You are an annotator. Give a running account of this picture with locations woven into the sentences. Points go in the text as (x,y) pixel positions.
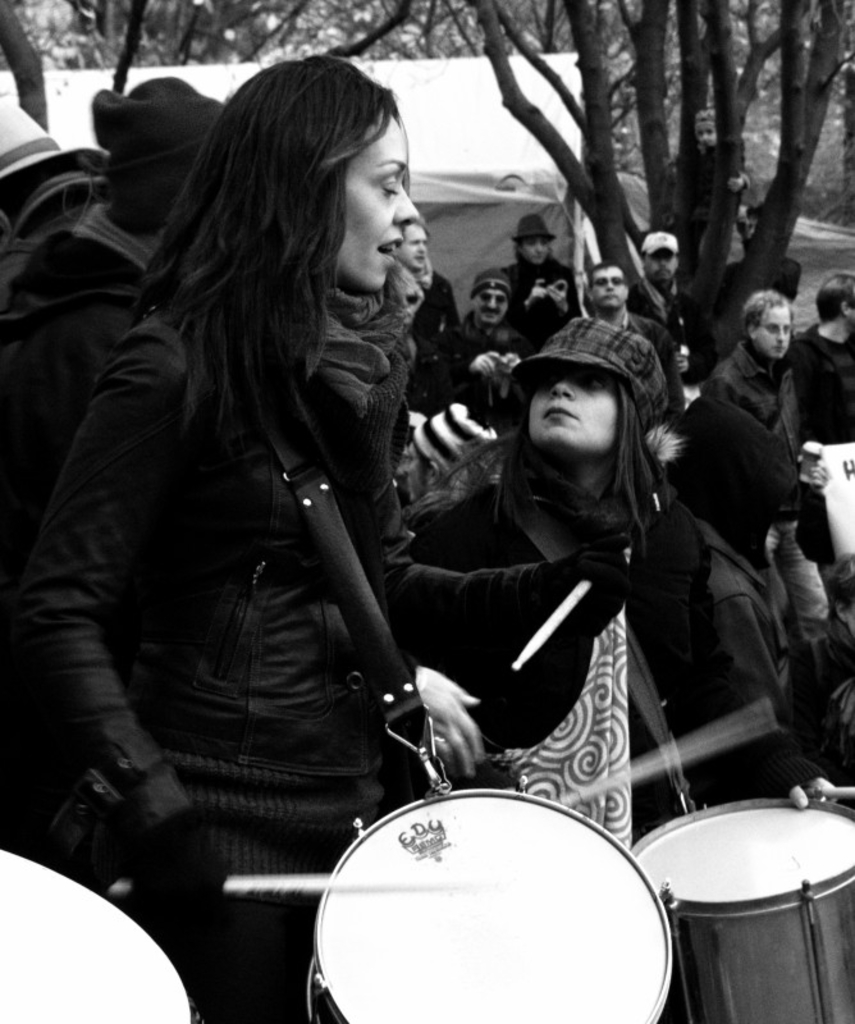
In this image I can see the group of people (430,388). Among them some people (397,607) are holding the drums (555,907). In the background (436,117) there is a tent (529,84) and the trees (599,73).
